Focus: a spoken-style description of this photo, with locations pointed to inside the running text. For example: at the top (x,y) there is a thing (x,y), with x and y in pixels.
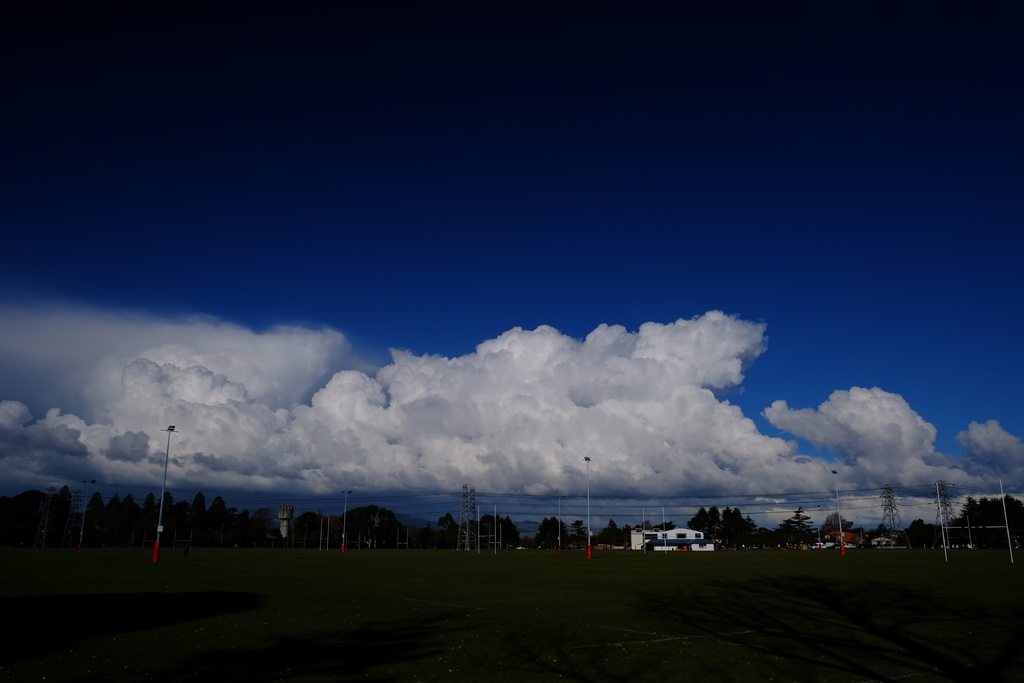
In this image we can see sky (499,328) with clouds (84,494), poles (664,518), overhead tank (282,516), cables (751,512), buildings (640,541), trees (349,524) and ground (554,572).
